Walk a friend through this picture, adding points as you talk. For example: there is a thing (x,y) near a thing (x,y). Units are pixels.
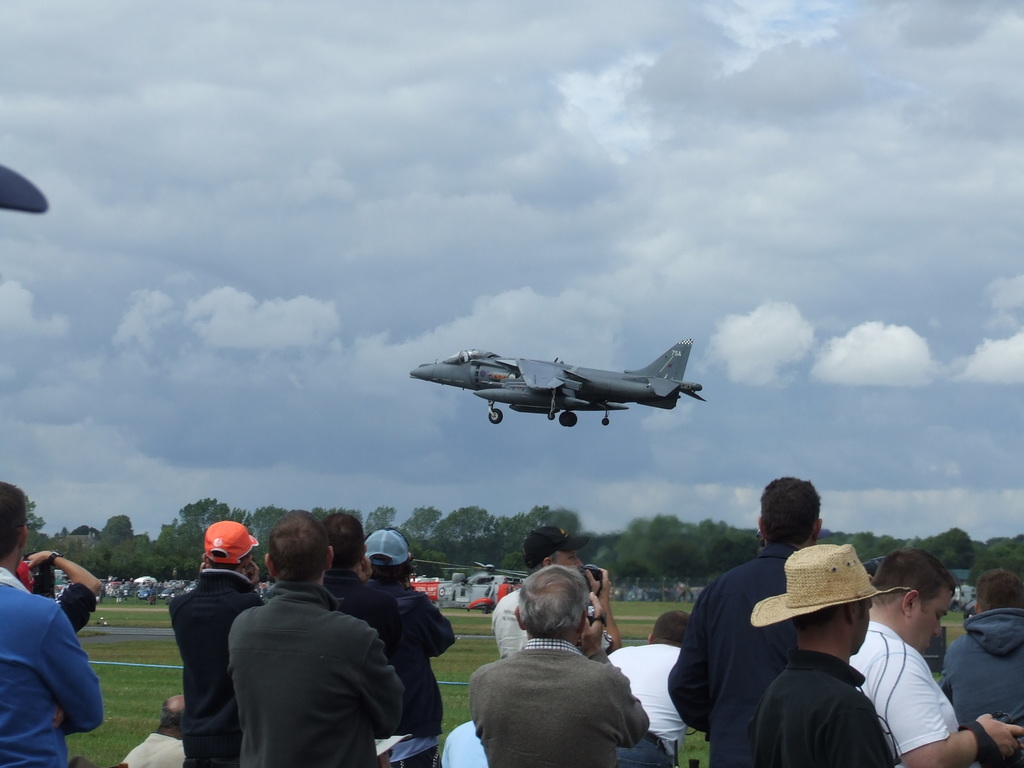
In this image I can see an open grass ground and on it I can see number of people (403,664) are standing. I can also see an aircraft (490,409) in the air (547,352) and in the background (975,513) I can see number of trees (112,537), clouds (940,479) and the sky (506,181). In the front (558,567) I can see few people (514,620) are wearing caps (526,547).
